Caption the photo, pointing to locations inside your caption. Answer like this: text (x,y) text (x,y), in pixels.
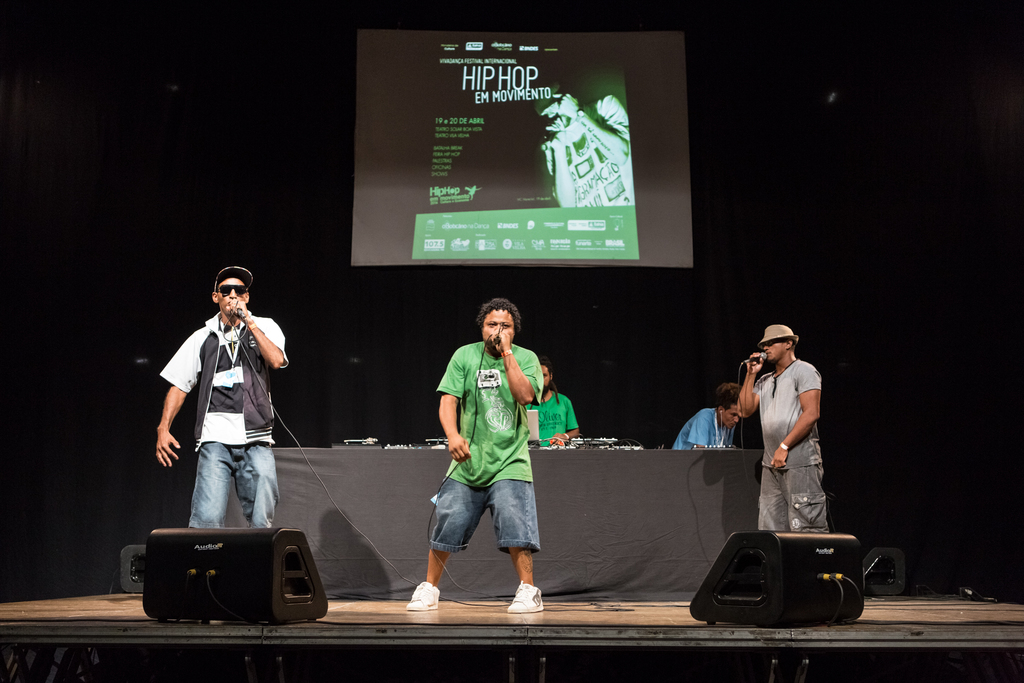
There are 3 people (236,425) on the stage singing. Behind him there is a table (648,477) and two people (680,446) and screen (509,161). In the front (326,593) we can see two speakers (750,580).
